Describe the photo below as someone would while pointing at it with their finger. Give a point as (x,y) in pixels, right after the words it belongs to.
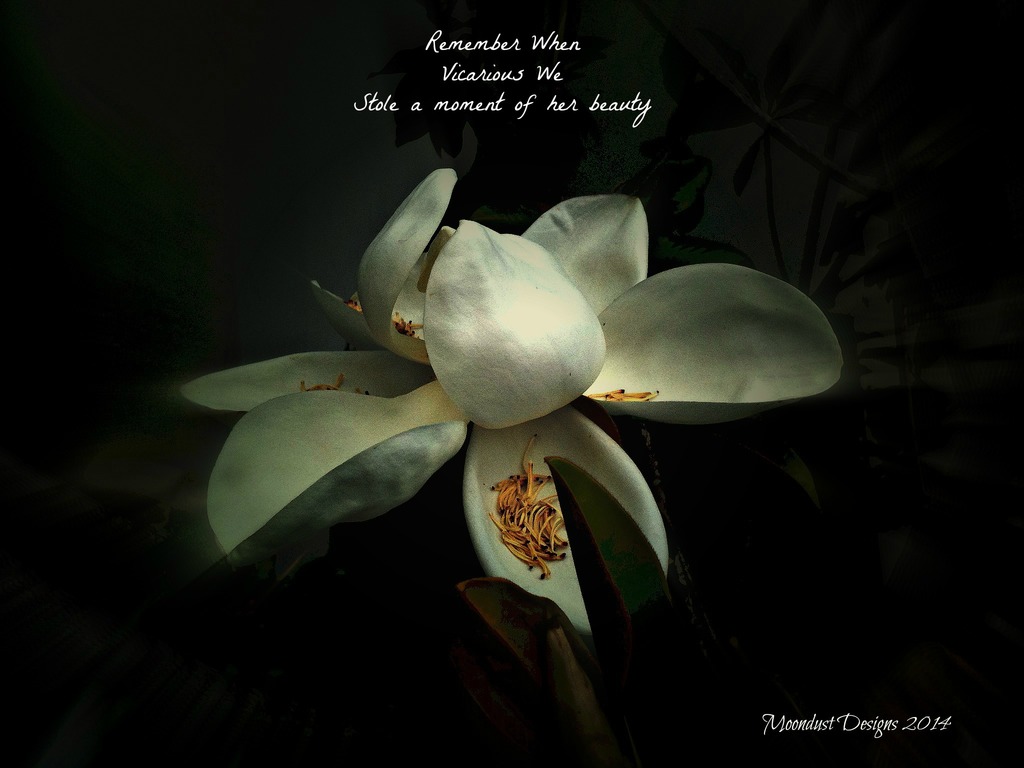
In this picture I can see the flower plant (508,397) and text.
